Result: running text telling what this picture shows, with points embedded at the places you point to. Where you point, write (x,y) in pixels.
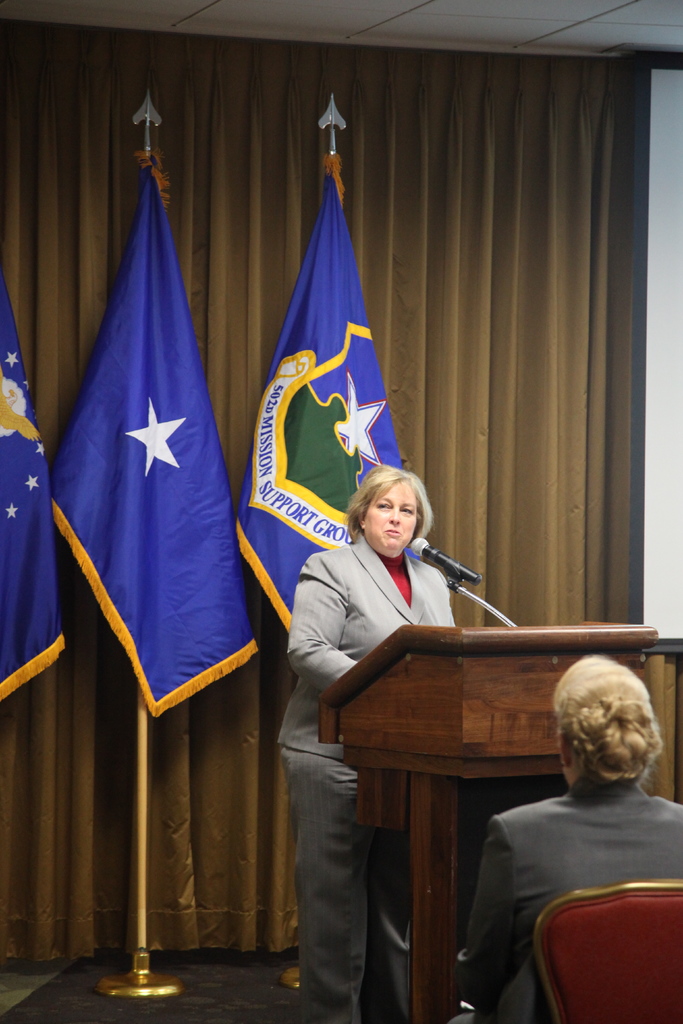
On the right (604,885) a woman (537,841) is sitting on a chair (645,1013) and a woman (433,596) is standing on the floor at the podium (468,726) and on the podium (492,722) we can see a microphone (441,558). In the background (183,445) there are flags (178,414) to poles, curtain (597,84), board (668,237) and ceiling (384,36).
